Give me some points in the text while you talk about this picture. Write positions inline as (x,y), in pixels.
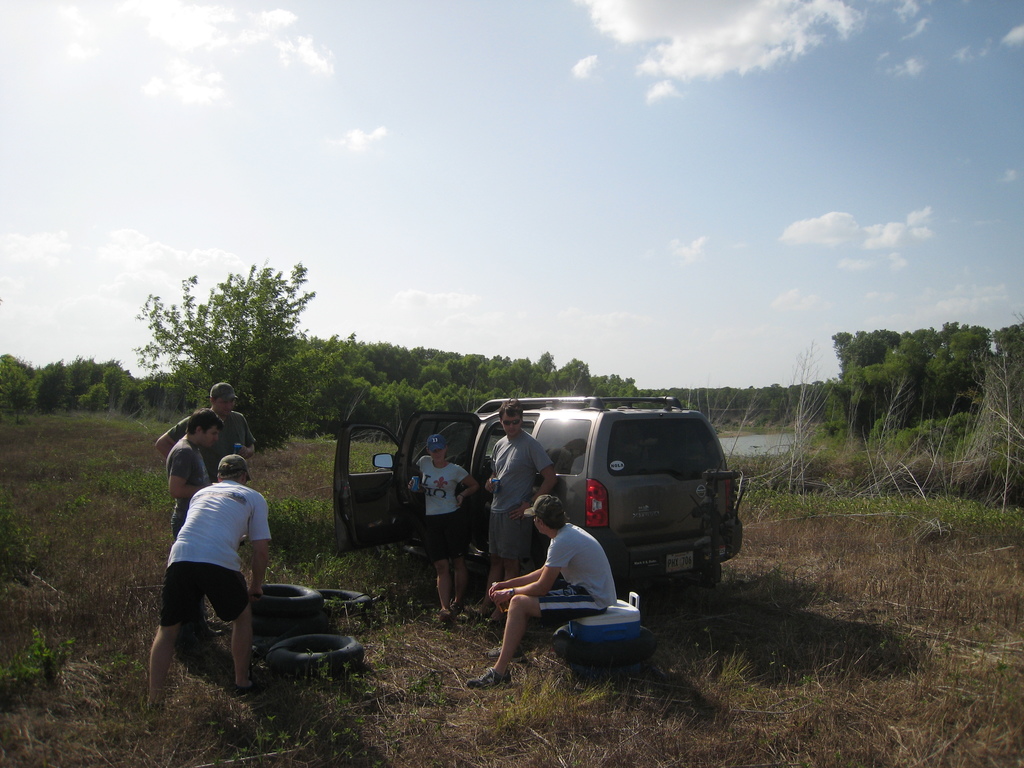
Here we can see few persons (219,587) are standing on the ground (288,710) and a person (512,626) is sitting on the objects (567,632) on the ground (542,688). In the background (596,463) there are trees (110,393), vehicle (685,560), water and clouds (321,60) in the sky (350,316).
